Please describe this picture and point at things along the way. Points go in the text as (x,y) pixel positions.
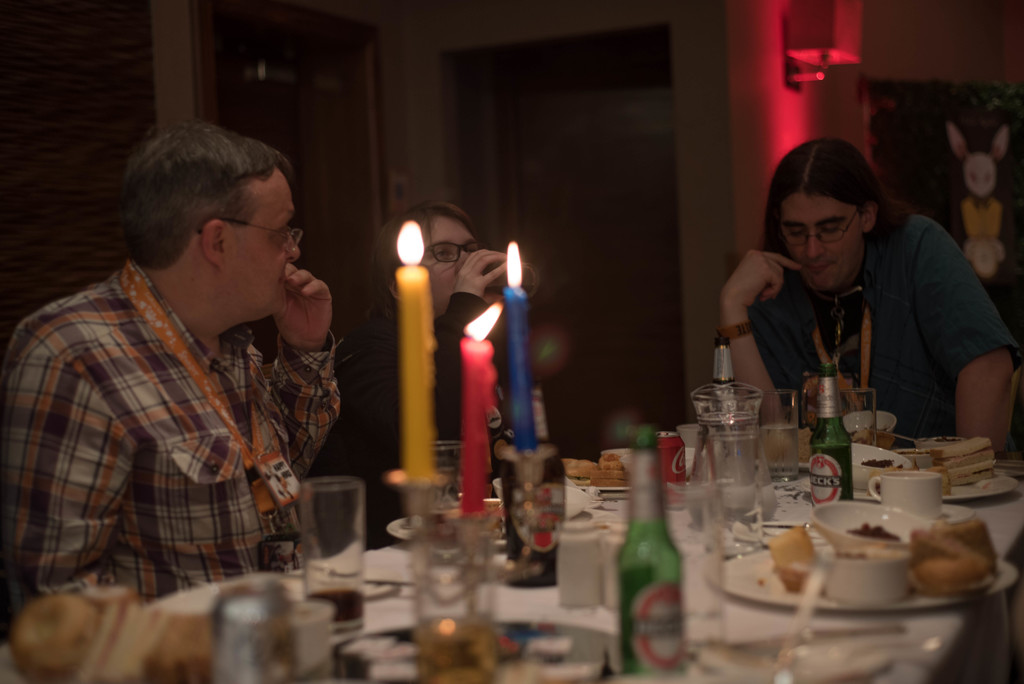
In this image there are three persons (446,370) sitting on a dining table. On the table (607,497) there are three candles (483,416), some bottles (545,506) and glasses (770,444). There is a food (788,569) on the plate (912,593). In the background (611,128) there is a door (628,126) and a light (821,57) hanging to the wall (769,71).
